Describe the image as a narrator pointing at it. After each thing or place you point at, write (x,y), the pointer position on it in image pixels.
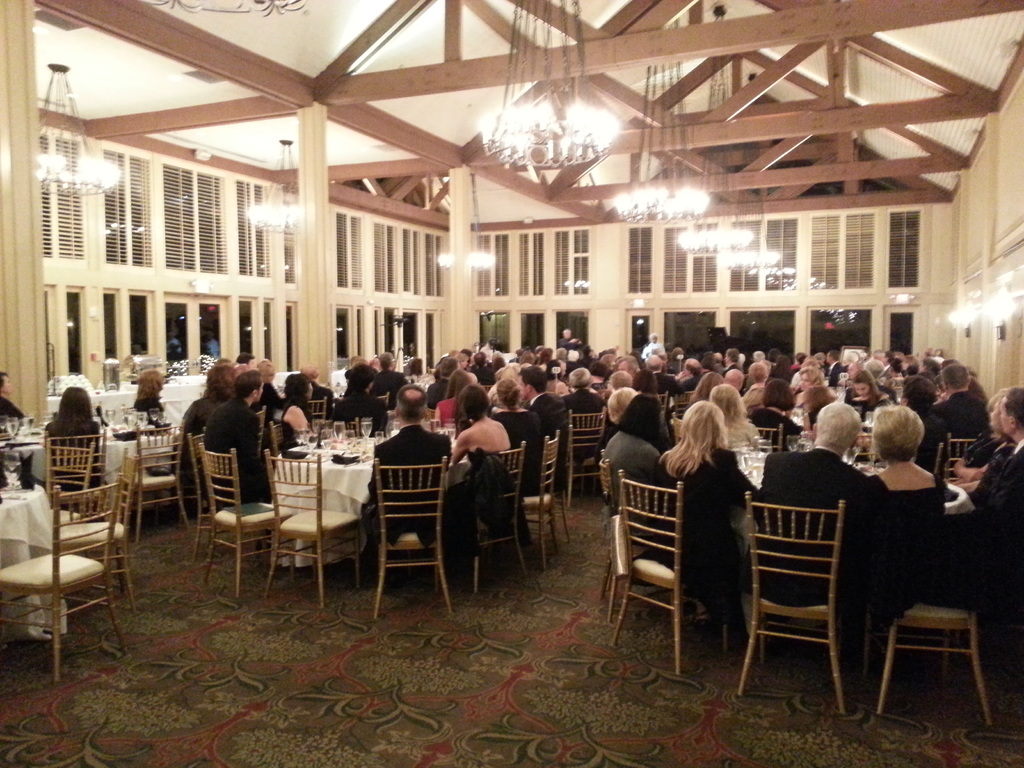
In this image I can see group of people (813,450) sitting on chair (632,540). On the table (348,447) there is a glass (366,430). On the top (79,163) there is a lights (71,161).
